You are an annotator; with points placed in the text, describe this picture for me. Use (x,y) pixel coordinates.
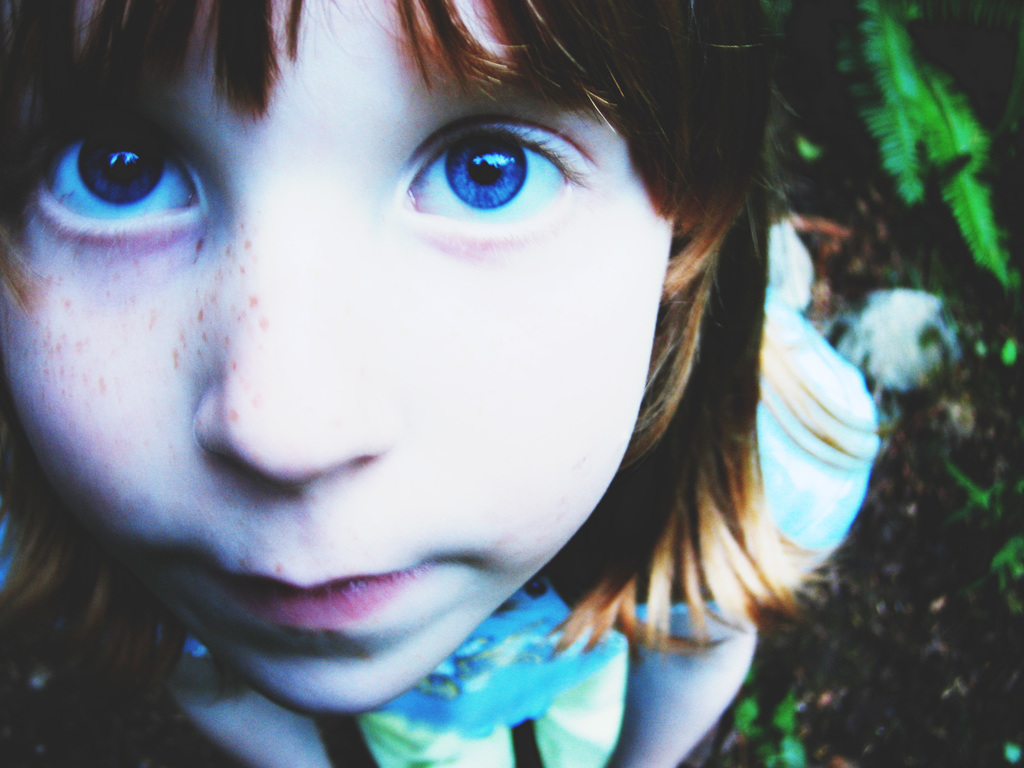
In this image, we can see a person (534,415) and the ground (913,257) with some objects (866,49).
